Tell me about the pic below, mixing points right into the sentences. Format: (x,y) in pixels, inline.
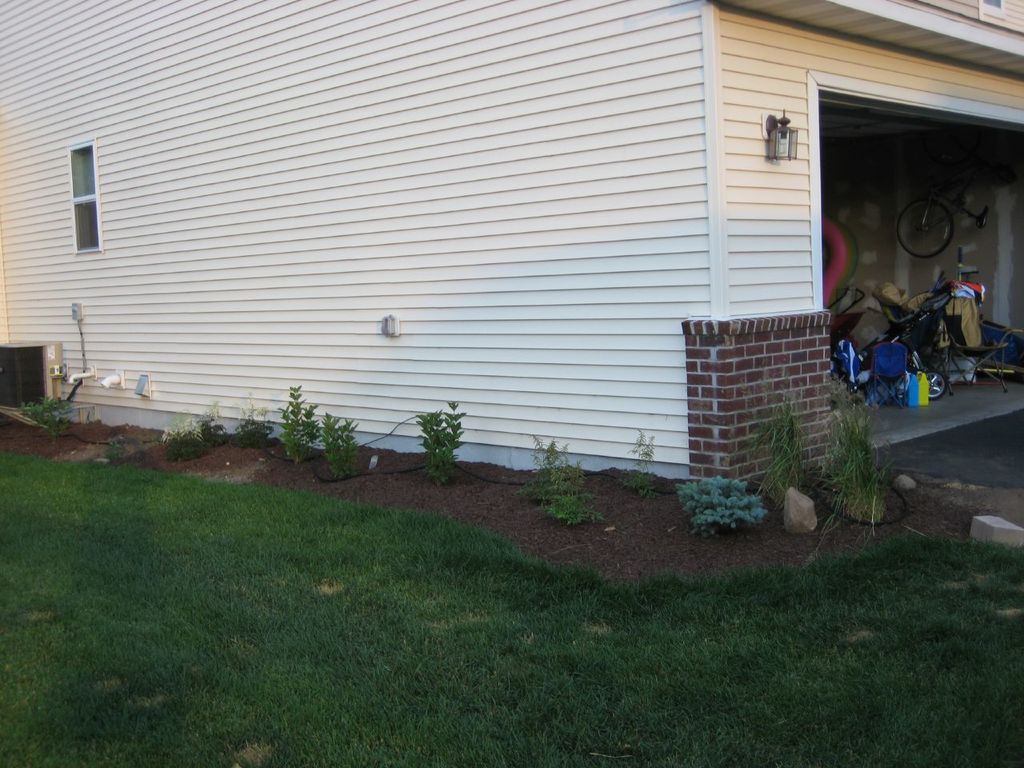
In this picture I can see there is a building (461,250) with a window (87,217) at left side (82,151), there is some grass (132,510) on the floor (98,482), there are few plants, grass (269,677) on the floor (19,652). The building (713,258) has a garage (883,279) and there are few objects (908,330) in the garage (985,411).
